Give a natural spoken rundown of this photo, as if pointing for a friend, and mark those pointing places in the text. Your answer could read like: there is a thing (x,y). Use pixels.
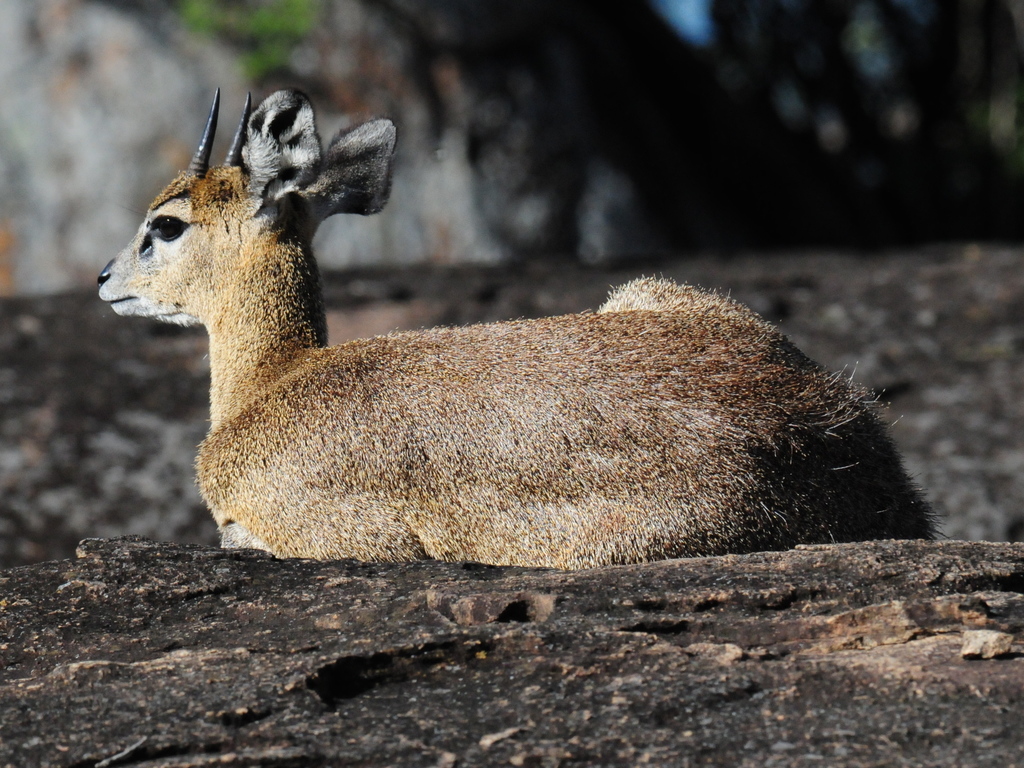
In this image I can see an animal (550,429) which is brown, white and black in color is lying on the black and brown colored rocky surface (478,623). I can see the blurry background (573,63).
